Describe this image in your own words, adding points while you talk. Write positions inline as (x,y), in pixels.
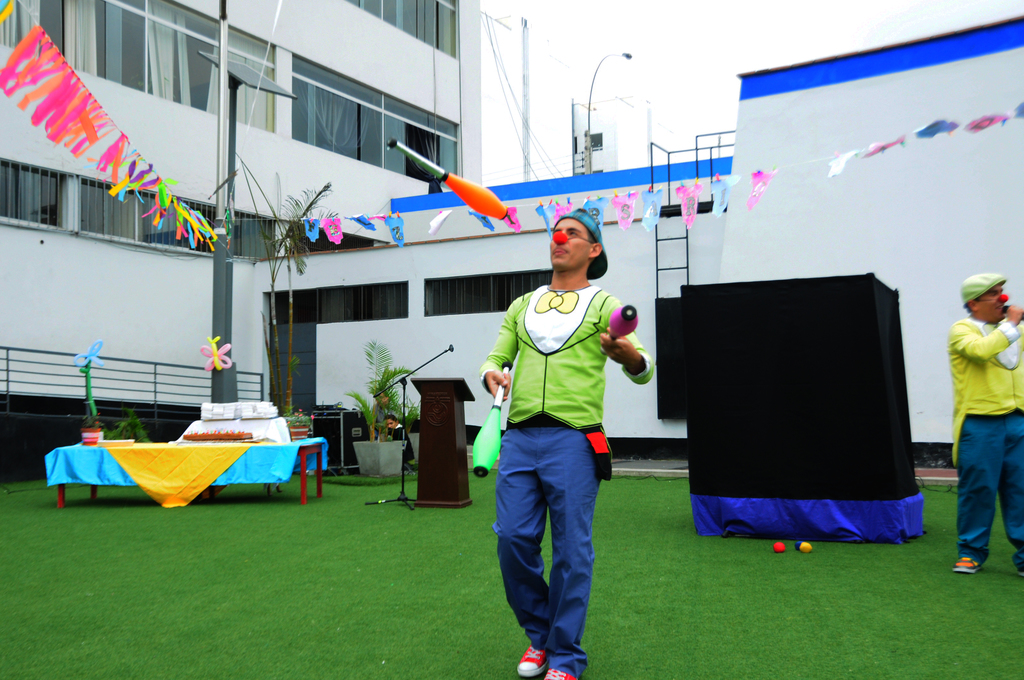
In the image there is a clown (514,357) juggling on green carpet (430,572) and on there is a clown (1022,510) talking on mic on the right side (1000,481), in the back (428,386) there is dais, table (180,476) on the left side (207,467) with plants (386,415) and building (369,309) behind it and above its sky (667,30).
